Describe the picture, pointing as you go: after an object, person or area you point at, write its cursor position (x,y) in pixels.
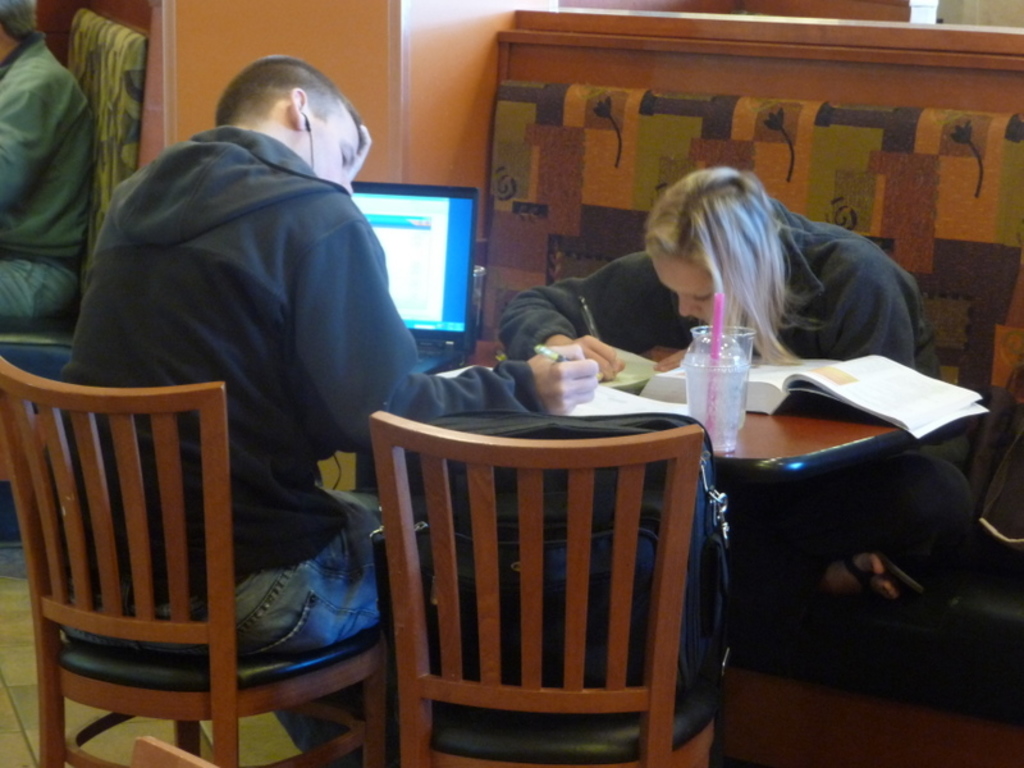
there are two persons (378,364) sitting on a chair (601,210) on the table (751,446) opposite each other on the table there are many many items (714,361).
